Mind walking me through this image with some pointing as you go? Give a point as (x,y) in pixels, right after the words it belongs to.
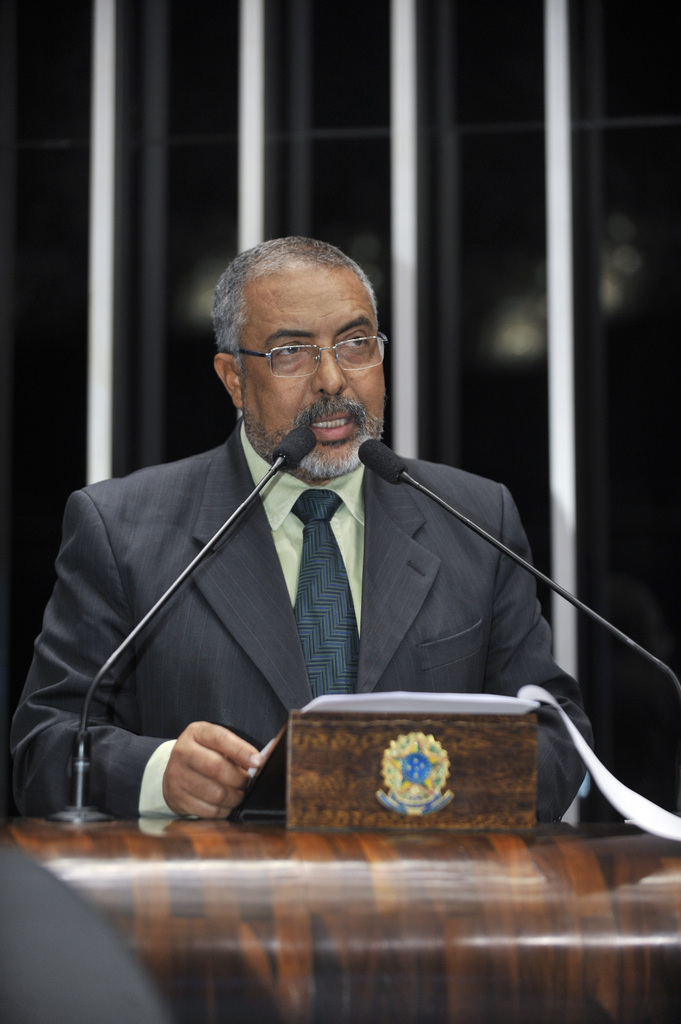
This picture shows a man (258,677) standing at a podium (364,779) and speaking with the help of microphones (453,511) and we see papers (361,701) in his hands (166,789). He wore spectacles (348,353) on his face (376,342) and he wore a coat (489,505) and a tie (314,498).
